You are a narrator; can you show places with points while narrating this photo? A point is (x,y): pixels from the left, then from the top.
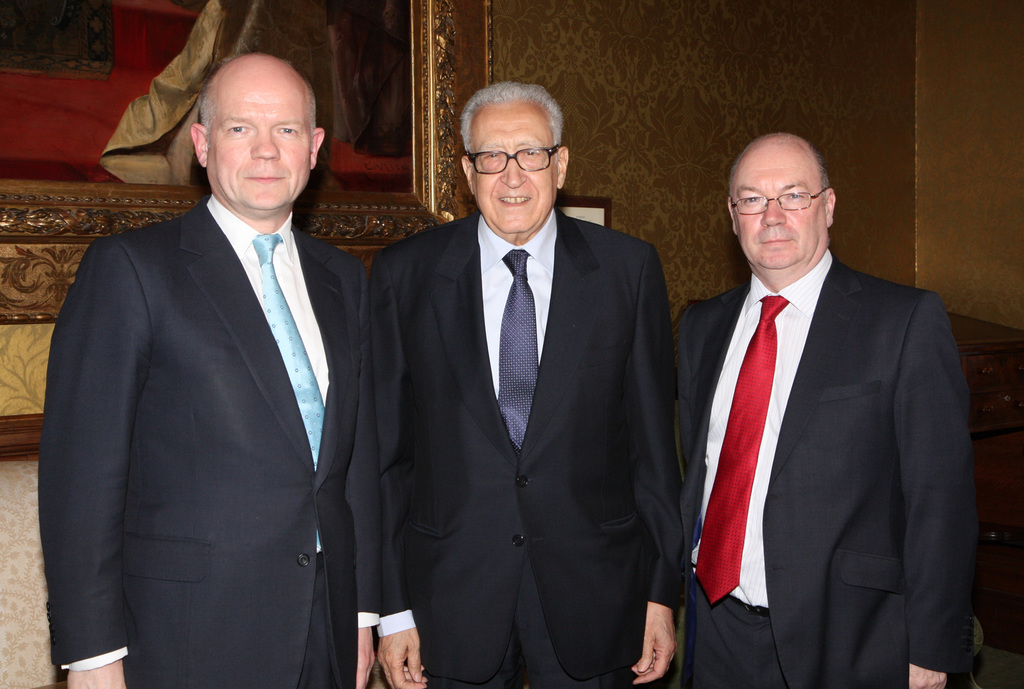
In this image we can see men (599,448) standing on the floor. In the background (424,30) there is a wall hanging (369,68) to the wall (829,56).
